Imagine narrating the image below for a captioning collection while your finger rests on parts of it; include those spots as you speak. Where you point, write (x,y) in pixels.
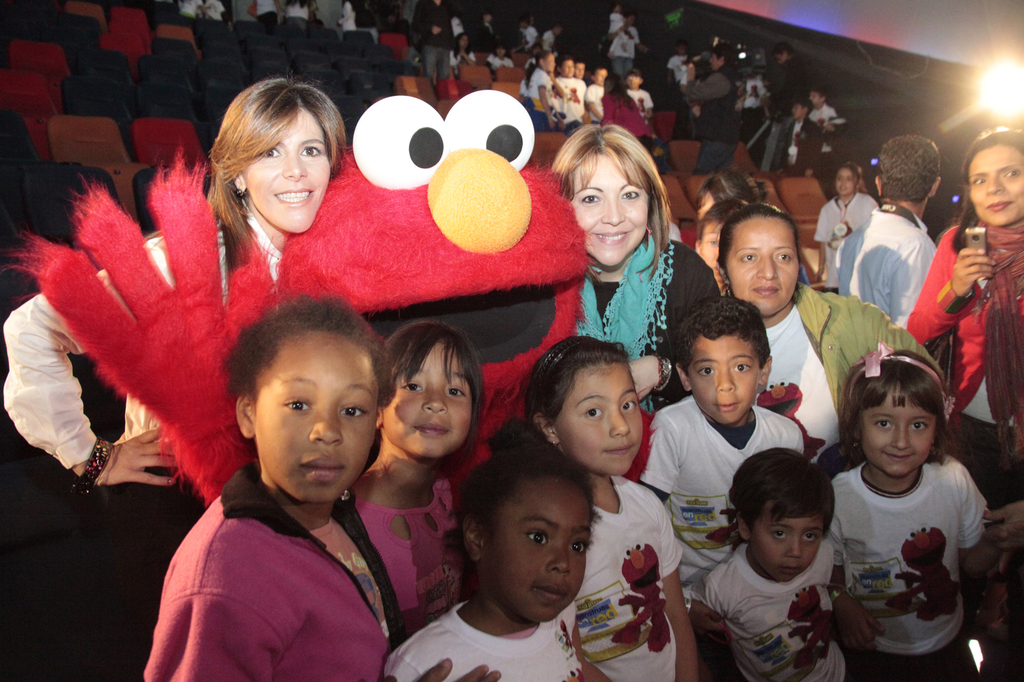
In this picture there are ladies (46,375) and children (557,349) in the center of the image (557,349) and there are chairs (343,69) and people (446,69) in the background area of the image (648,52), there is a light (1012,71) in the top right side of the image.
